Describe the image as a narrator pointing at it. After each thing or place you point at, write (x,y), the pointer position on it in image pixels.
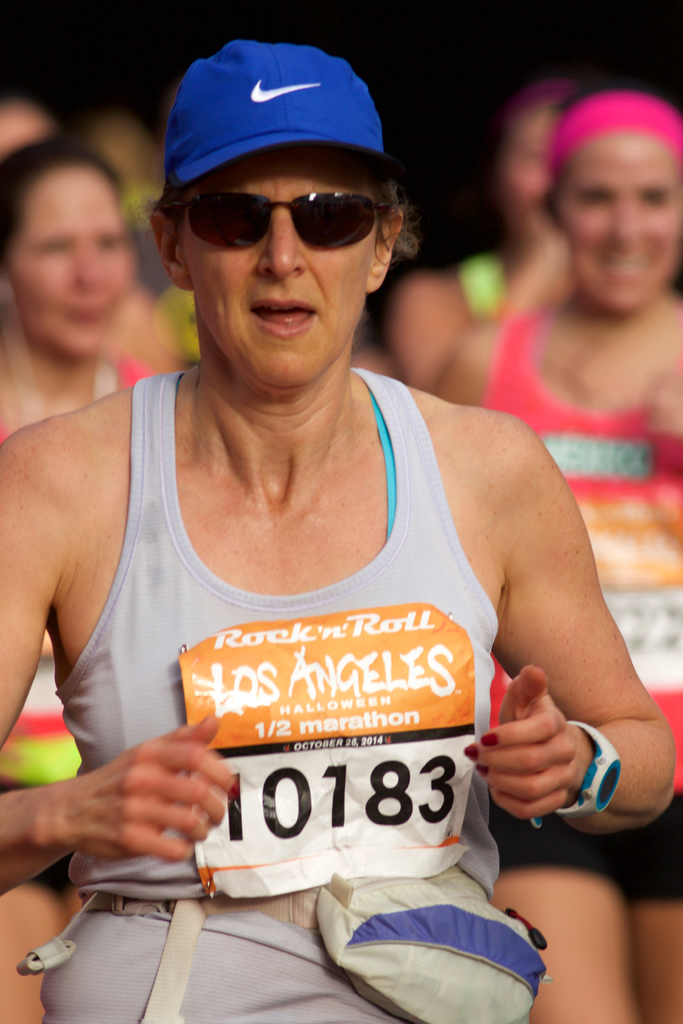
In this image I can see a woman (453,440) in the center of the image (422,418) she is wearing goggles (339,208) and a cap (262,138). I can see a sticker (436,634) on her dress (196,635) with some text (378,741). I can see some other women (628,300) behind her with a blurred background (593,346).
